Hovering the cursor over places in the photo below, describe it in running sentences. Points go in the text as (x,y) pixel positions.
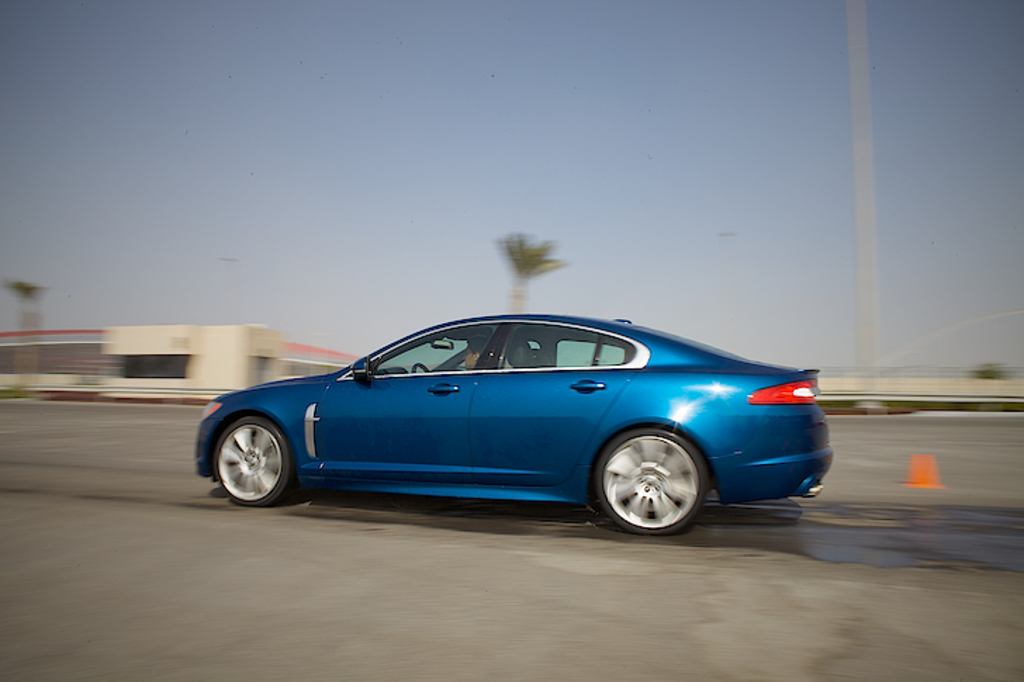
In this image I can see the road (368,614), a car (574,408) which is blue in color, a person (476,352) in the car (461,345), a traffic pole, few buildings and few trees (520,258). In the background (569,277) I can see the sky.
